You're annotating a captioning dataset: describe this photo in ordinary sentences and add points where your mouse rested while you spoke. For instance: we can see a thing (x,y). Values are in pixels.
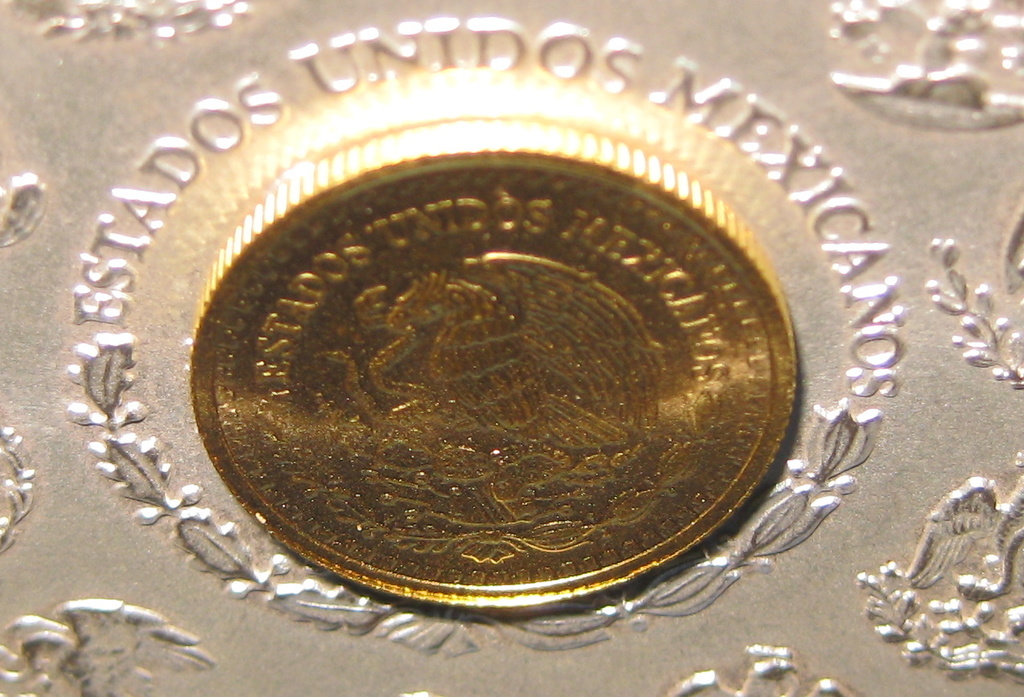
In this picture we can see a coin (455,346), some text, some design (102,382) on a platform (58,438).
